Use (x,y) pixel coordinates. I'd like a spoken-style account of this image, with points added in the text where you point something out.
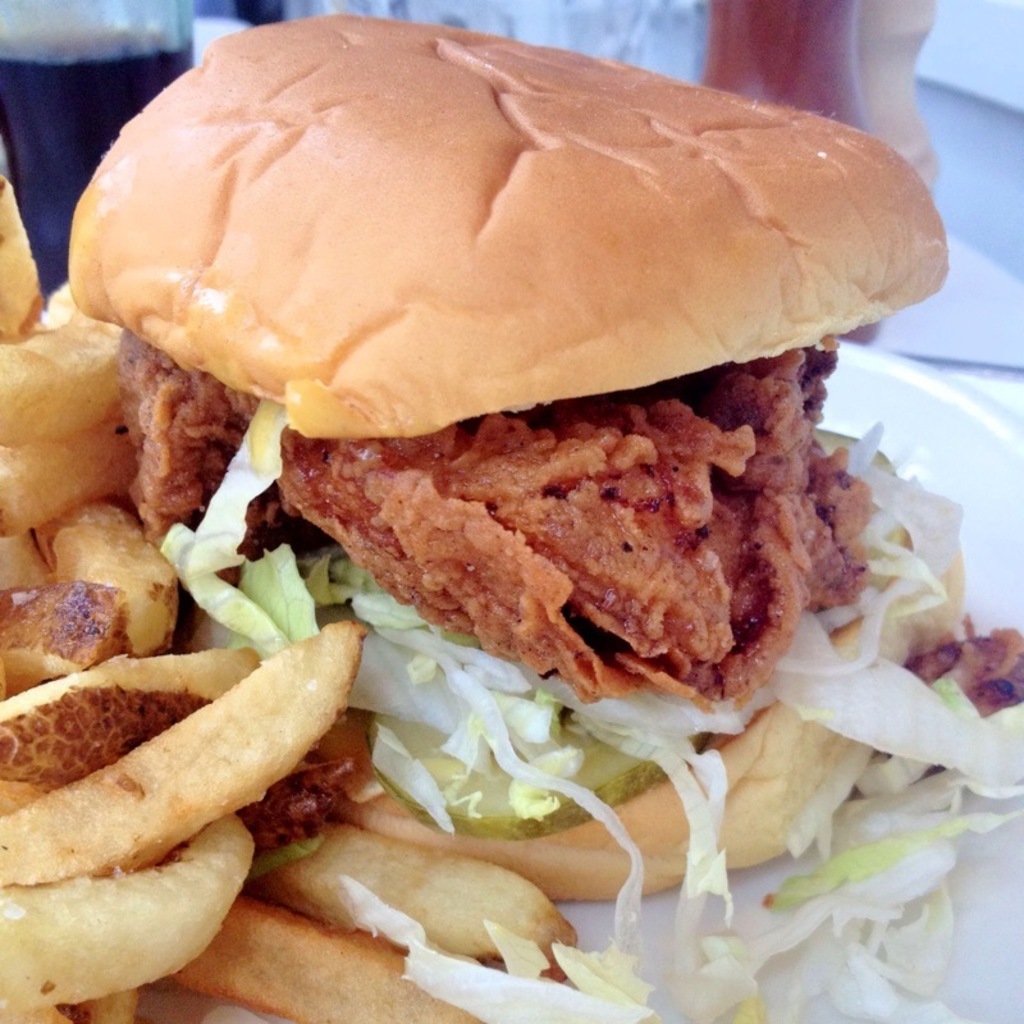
It is a zoomed in picture of a burger (591,558) and also french fries (171,747).
